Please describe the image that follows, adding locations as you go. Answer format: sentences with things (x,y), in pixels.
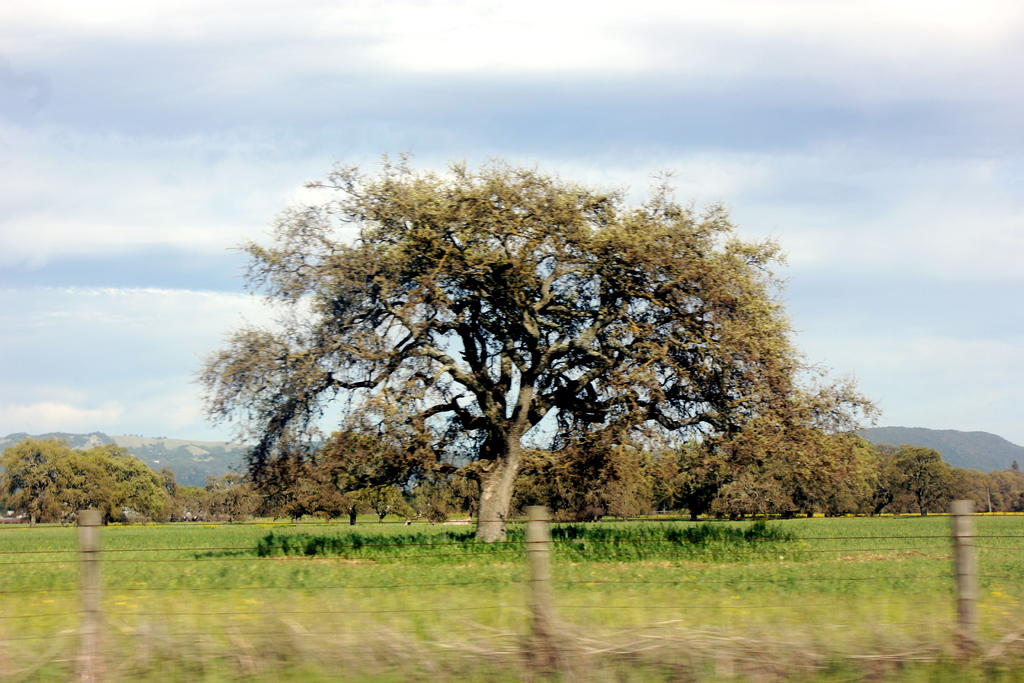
In this picture we can see fence (342,575), trees (307,479), mountains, grass (704,535) and in the background (694,407) we can see the sky (587,141) with clouds (796,242).
